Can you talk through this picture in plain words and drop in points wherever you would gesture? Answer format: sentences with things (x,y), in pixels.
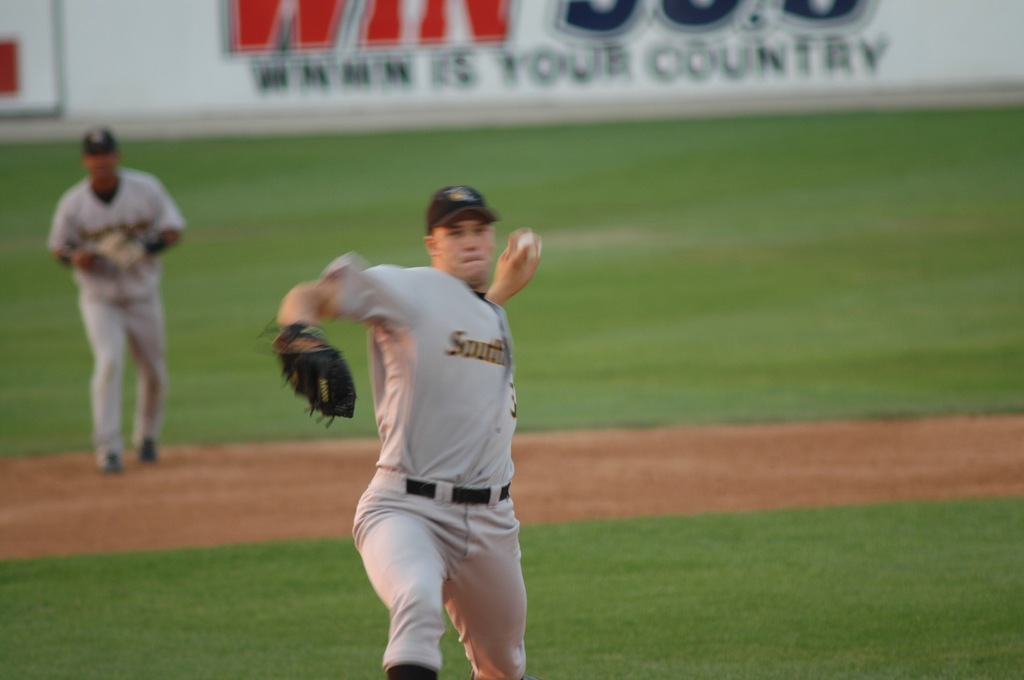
In this image we can see two persons (143,180) are playing baseball, one of them is throwing a ball (531,238), there is a board (403,34) with text (377,38) on it.
